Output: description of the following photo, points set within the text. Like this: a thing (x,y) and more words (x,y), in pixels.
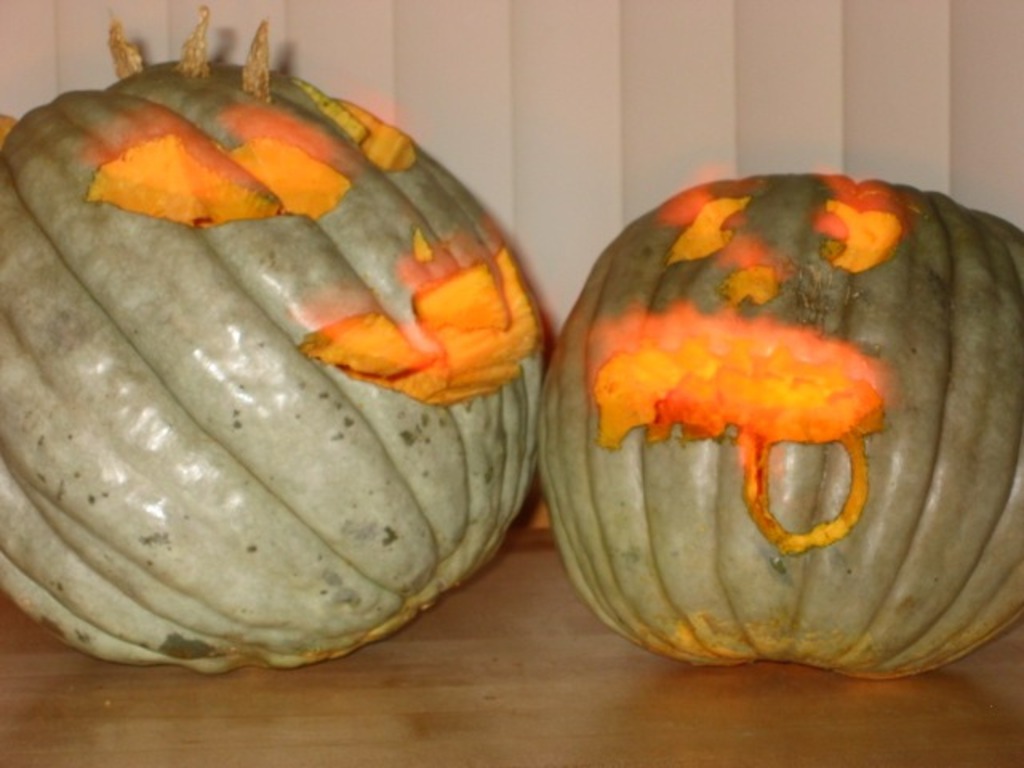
In this image, we can see pumpkins (464,261) placed on the table (506,671).
